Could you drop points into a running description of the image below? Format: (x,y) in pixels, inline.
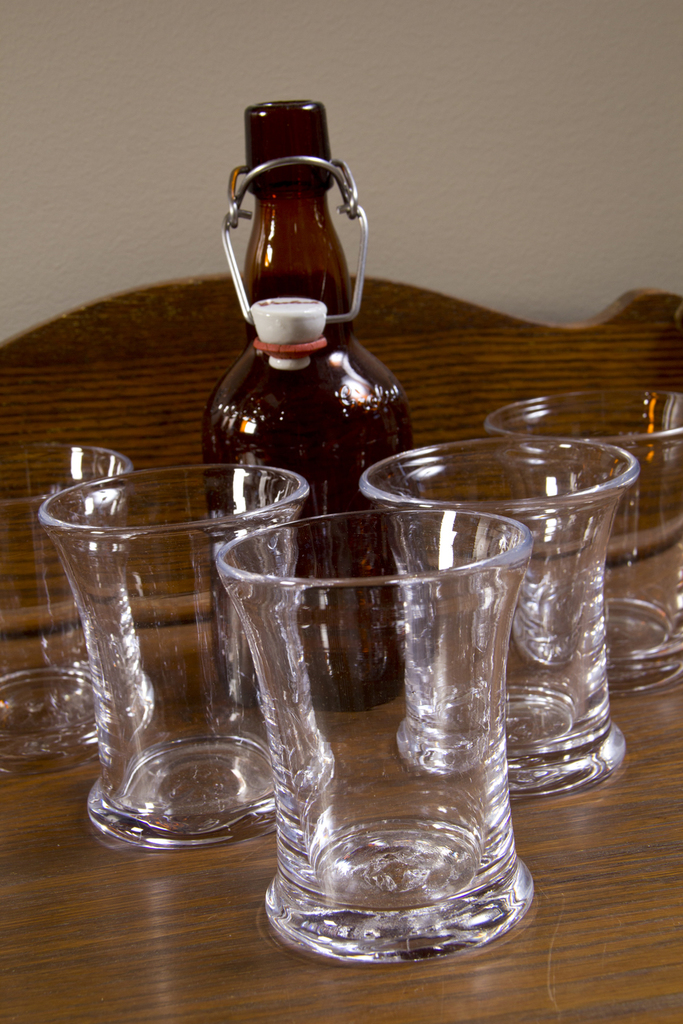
There is a bottle (315,492) and glasses (311,629) in this image.
